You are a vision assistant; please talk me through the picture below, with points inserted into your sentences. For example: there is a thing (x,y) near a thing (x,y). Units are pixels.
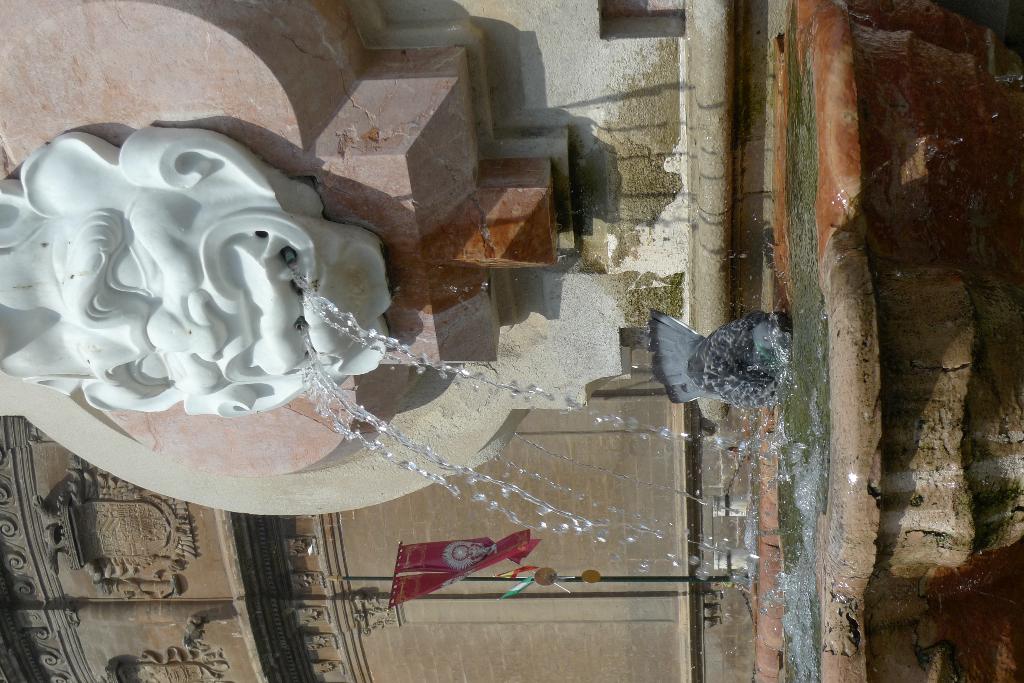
In this image there is a water fountain (521,216) and art (6,447) on the wall (517,460).
